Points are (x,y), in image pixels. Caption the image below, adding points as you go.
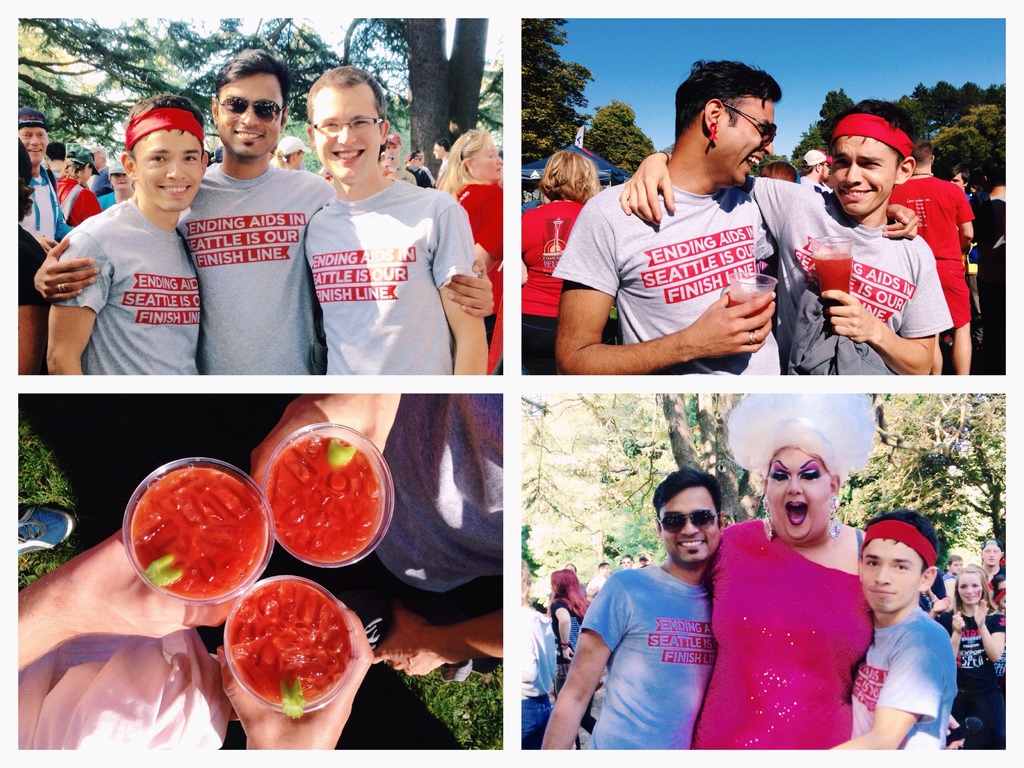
This is a collage image. In this I can see four pictures. In the left top of the image (229,104) I can see three men (378,257) are wearing same t-shirts (398,264), smiling and giving pose for the picture. In the background (82,96) I can see the trees (173,91). In the right top of the image (736,176), two men (793,237) are glasses (763,295) in their hands (851,306) and smiling. In the right bottom of the image (787,634) I can see a woman (787,666) and two boys (681,586) are smiling and giving pose for the picture. In the background (617,541) I can see the trees (562,495). In the left bottom of the image (317,530) three person (460,533) are holding three glasses (233,487) in their hands (360,420). In the glasses (262,518) I can see red color juice (303,595).
